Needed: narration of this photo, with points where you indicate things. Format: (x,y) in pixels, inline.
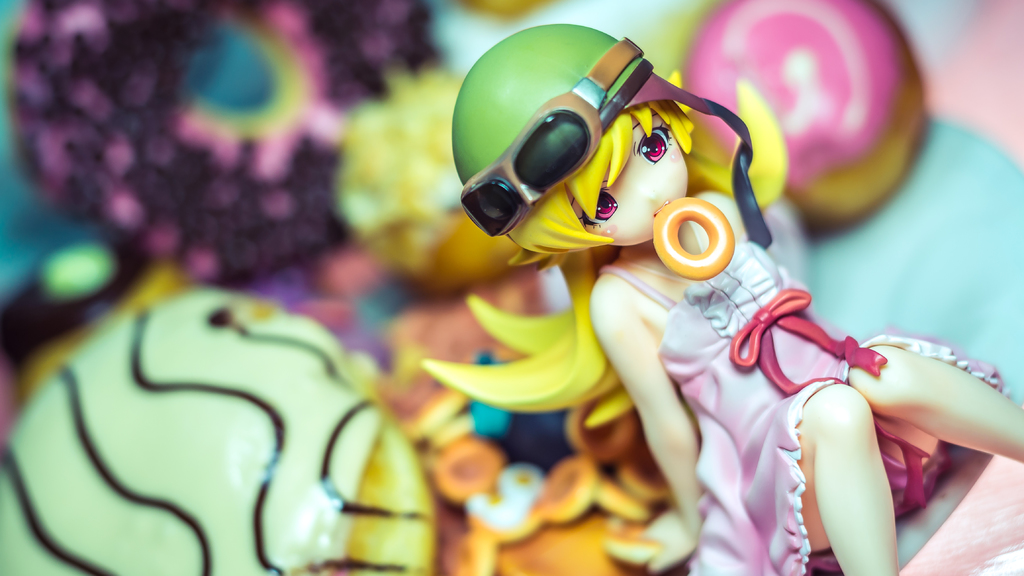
In the picture there is a doll (666,402) and the background of the doll (571,116) is blur.
